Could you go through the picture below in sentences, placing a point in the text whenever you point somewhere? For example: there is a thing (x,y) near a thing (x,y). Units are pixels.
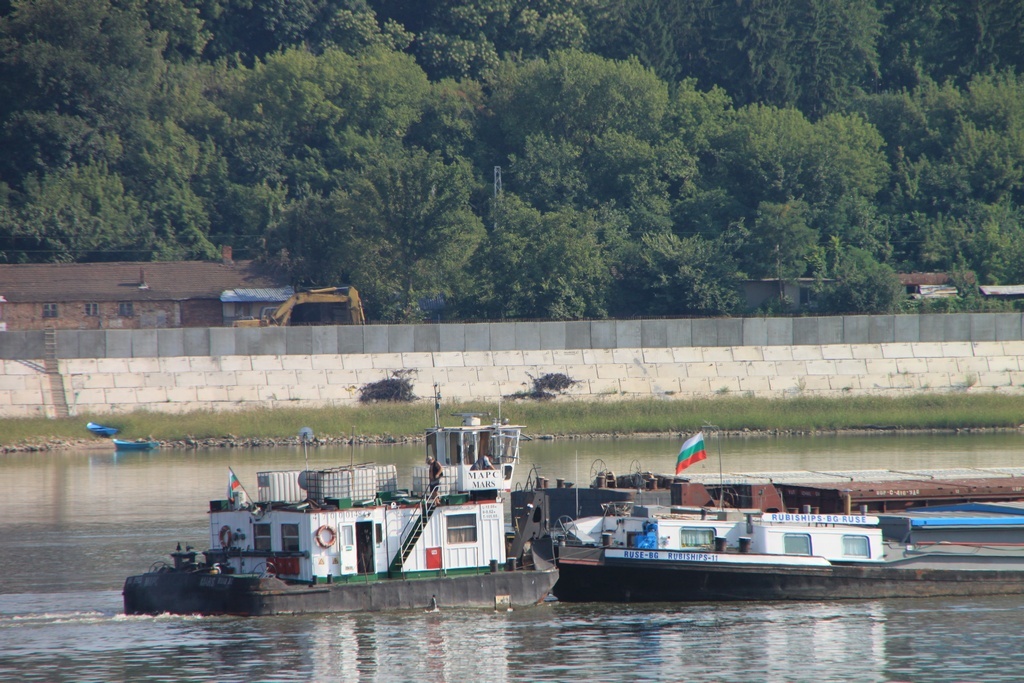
In this image we can see boats (361,504) are floating on the water (140,509). Here we can see the flag (687,461), we can see grass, stone wall (496,380), houses (37,327), bulldozer (353,300) and the trees (368,87) in the background (536,229).
